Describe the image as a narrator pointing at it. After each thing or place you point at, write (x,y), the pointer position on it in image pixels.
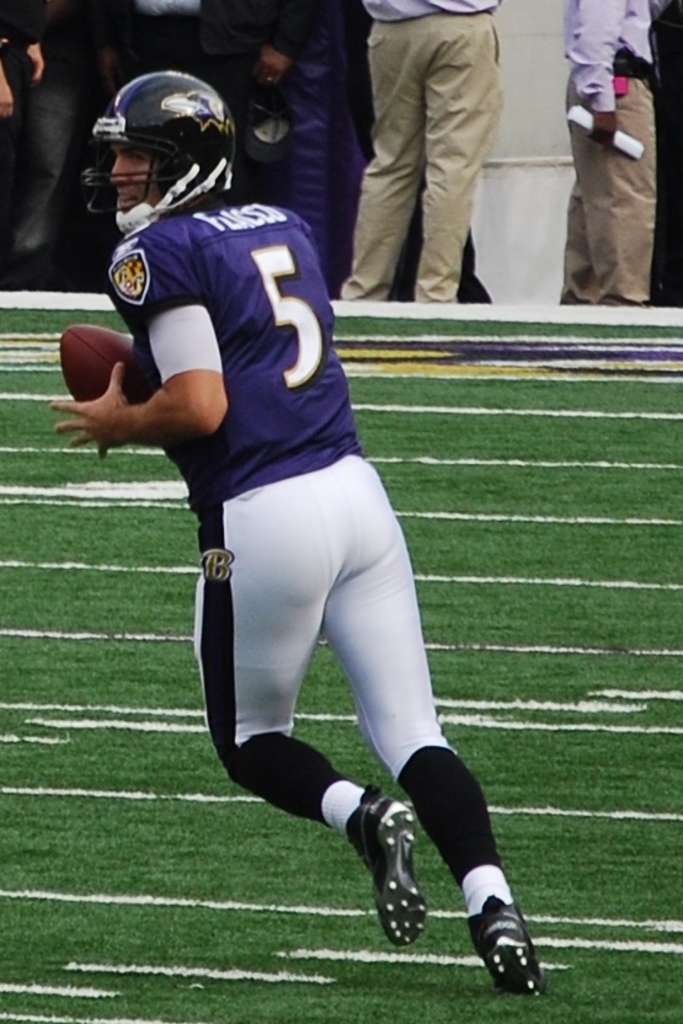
In this picture we can see a man (197,428) on the floor (342,834) and holding a ball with his hand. In the background (66,271) we can see some people (639,99).
